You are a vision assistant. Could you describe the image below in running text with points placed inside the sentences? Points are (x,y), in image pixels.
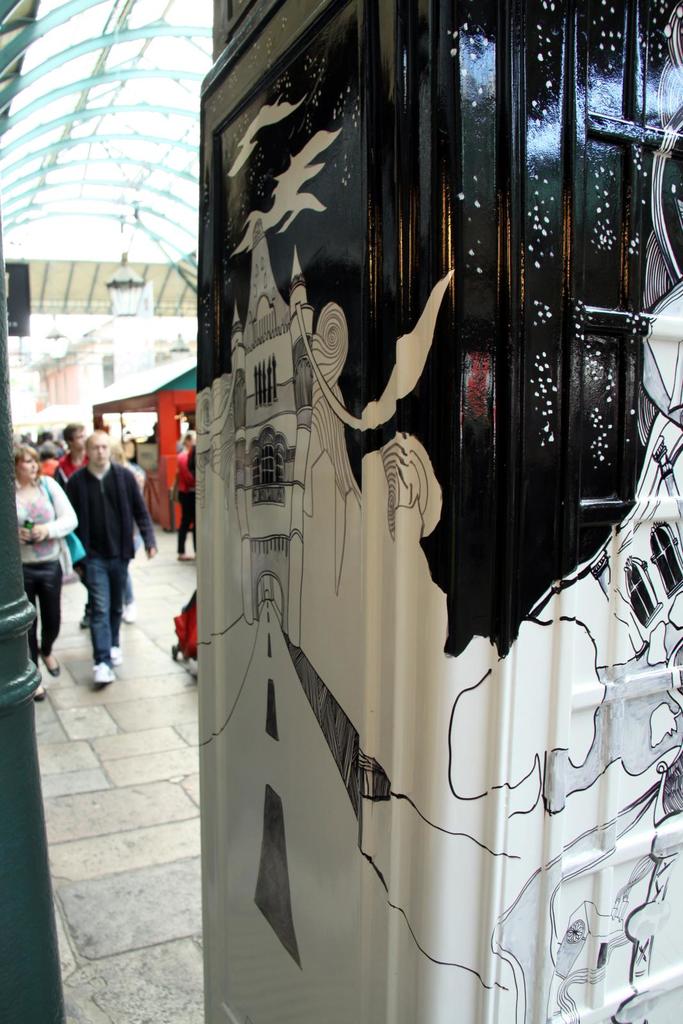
In this image we can see a building (423,458) with a painting (374,629). On the left side (15,722) there is a pole (3,719). In the back (117,511) there are few people (46,521). In the background (149,206) it is blur.
